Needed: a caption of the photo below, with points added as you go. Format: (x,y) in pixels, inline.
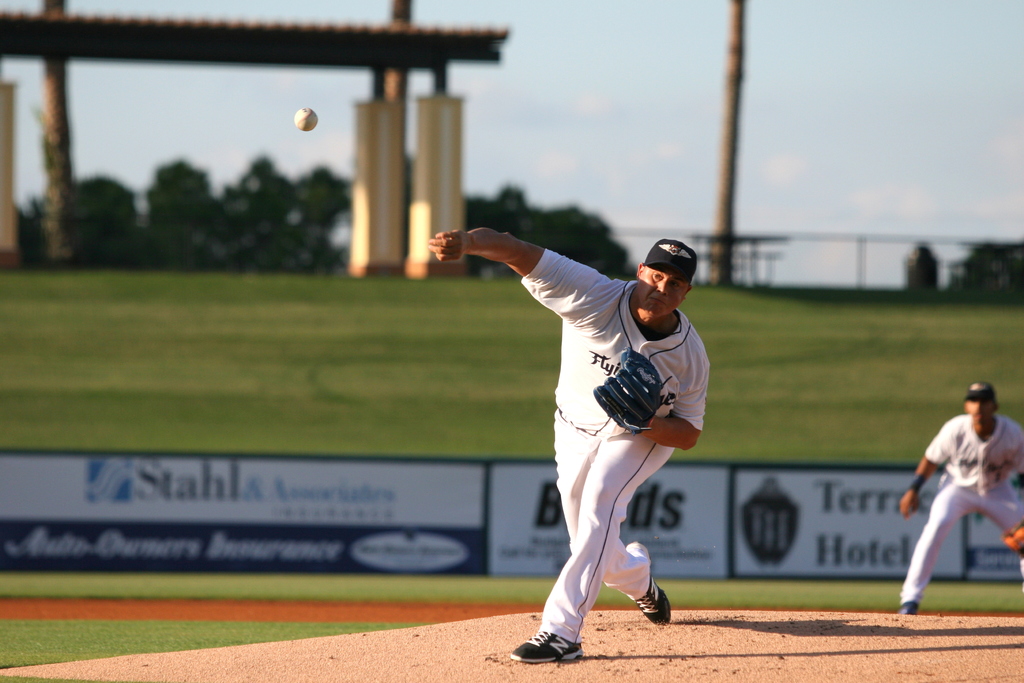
This picture is clicked outside. In the center (563,374) we can see a person (630,352) wearing white color dress (618,341), glove (620,393), cap (662,261) and seems to be standing. On the right corner (975,439) we can see another person (978,459) seems to be standing on the ground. On the left (298,120) we can see the ball (302,121) which is in the air (268,120). In the background (259,488) we can see the text (343,491) and some pictures (755,510) on the banners (269,495) and we can see the green grass (885,302), trees (1016,273), a gazebo (183,48), sky (630,163) and some other items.
